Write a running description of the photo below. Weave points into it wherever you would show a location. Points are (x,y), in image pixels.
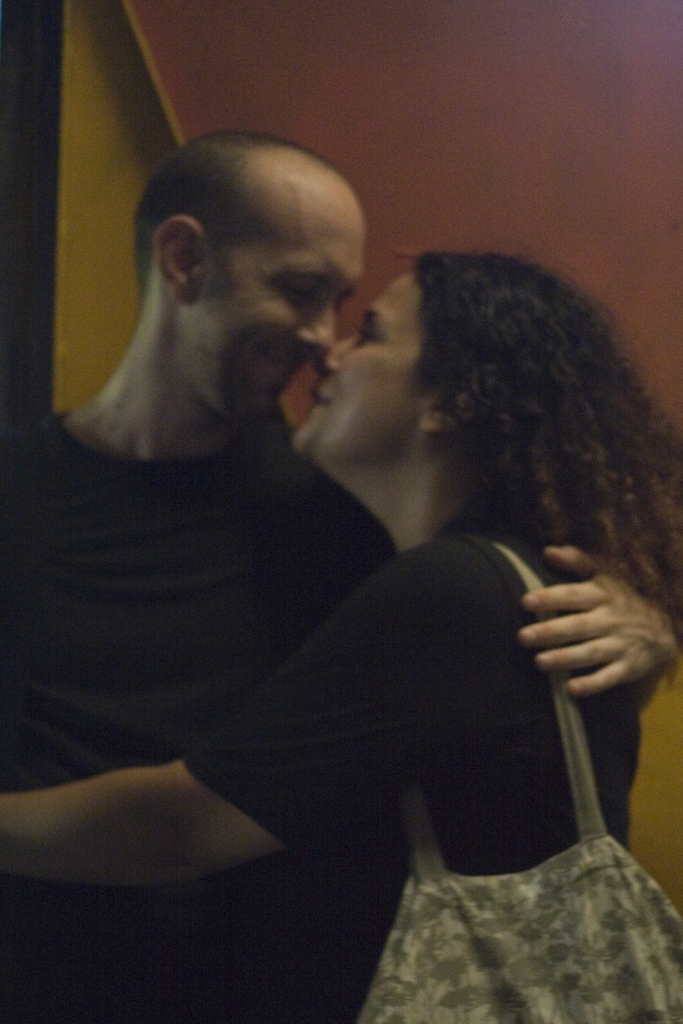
In this image I can see two persons (390,558) and I can also see smile on their faces (349,431). I can see both of them are wearing black color dress (467,659) and I can see one of them is carrying a bag (421,854).
